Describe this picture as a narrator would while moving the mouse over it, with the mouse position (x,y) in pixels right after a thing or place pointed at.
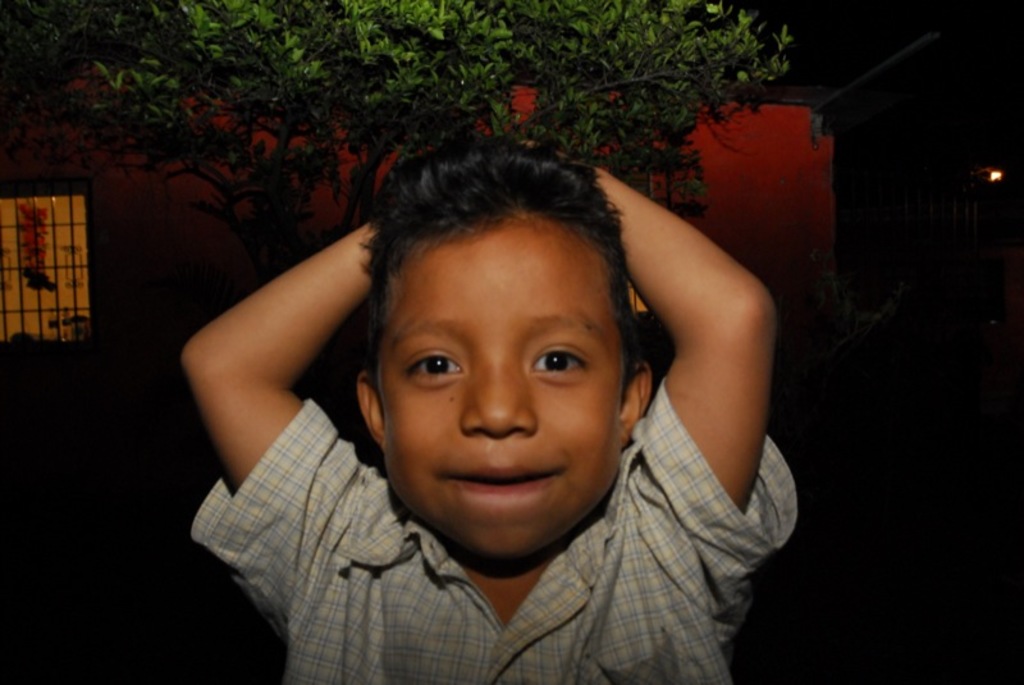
In this image I can see a person (655,473) standing. The person (275,494) is wearing white shirt (267,498), at the back (353,168) I can see trees (332,85) in green color, I can also a window (48,248).
